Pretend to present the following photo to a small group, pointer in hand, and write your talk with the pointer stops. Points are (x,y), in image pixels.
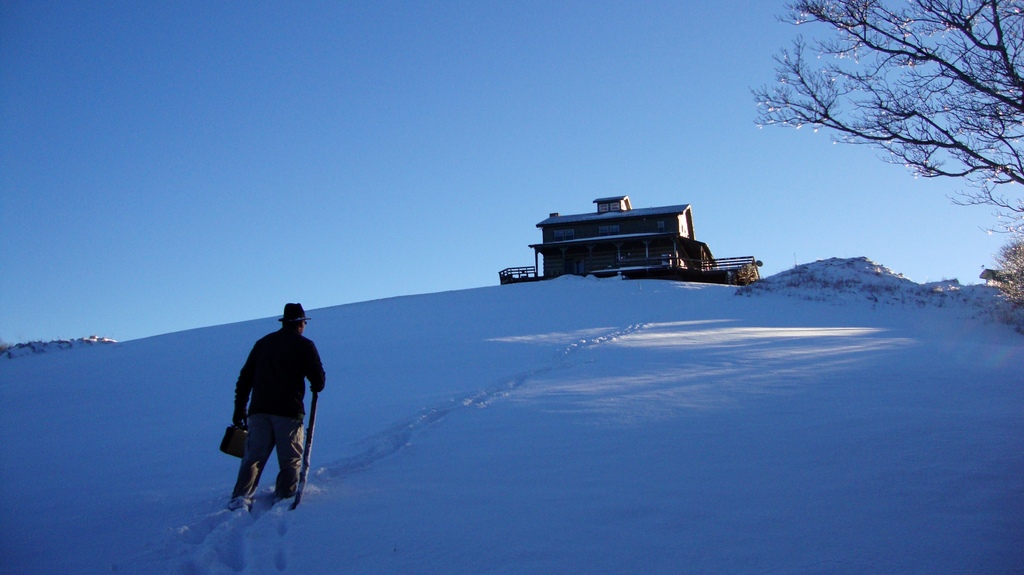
In this picture we can see a person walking on snow (384,446), he is holding an object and stick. In the background (571,213) we can see a building (576,226), trees (845,50), sky (832,58).
